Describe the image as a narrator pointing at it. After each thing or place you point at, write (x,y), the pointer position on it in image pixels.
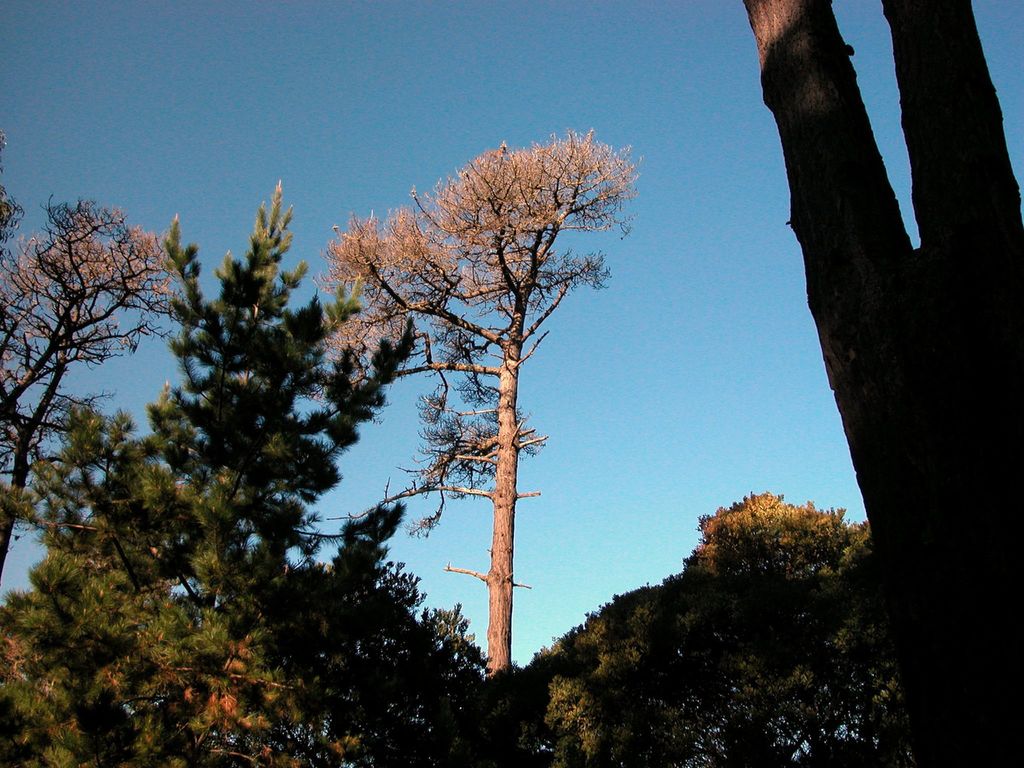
In this picture we can brown color dry tree (490,419) in the middle of the image (516,431) and around we can see some green trees (313,692). On the right corner of the image (910,480) we can see huge tree trunk (978,464) and above we can see clear blue sky (210,66).
